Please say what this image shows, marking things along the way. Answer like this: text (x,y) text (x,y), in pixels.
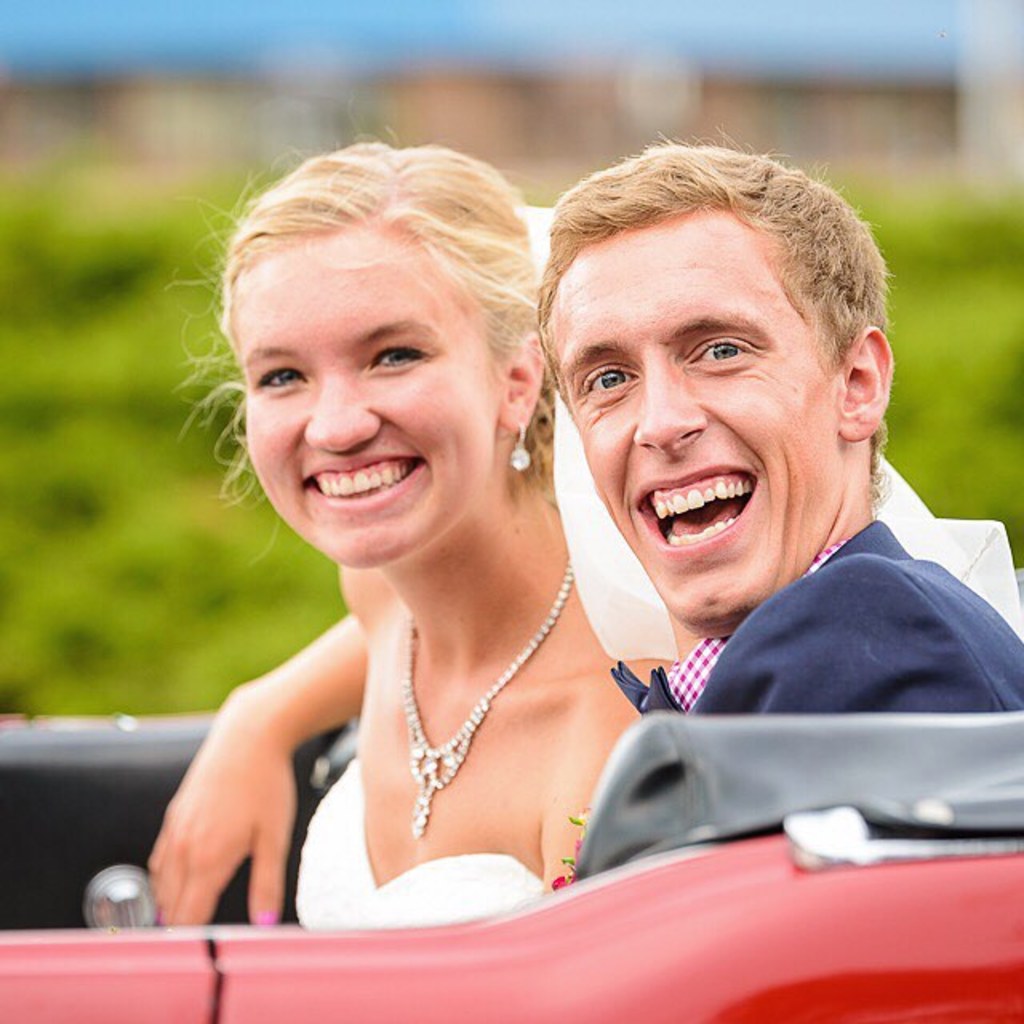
A couple (579,622) is sitting in a vehicle (685,881) and she is wearing a necklace (445,751) and earring (517,448).
